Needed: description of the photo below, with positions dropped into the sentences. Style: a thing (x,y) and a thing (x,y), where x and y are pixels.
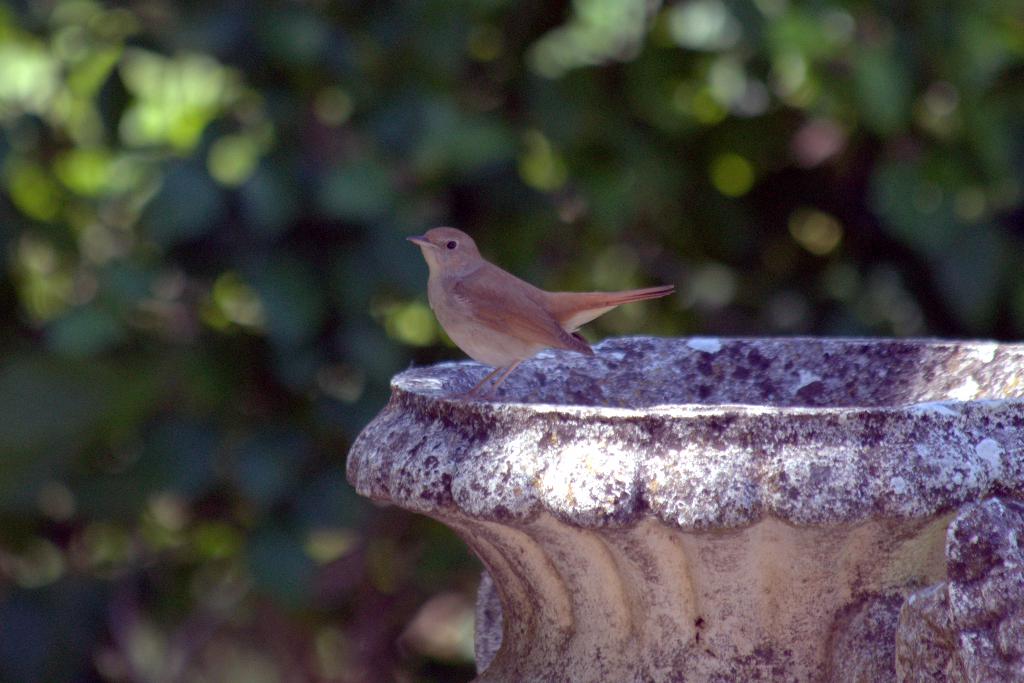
In this image I can see a bird (649,288) visible on stone urn (677,468) and in the background (239,148) I can see green color and it is too blur.
